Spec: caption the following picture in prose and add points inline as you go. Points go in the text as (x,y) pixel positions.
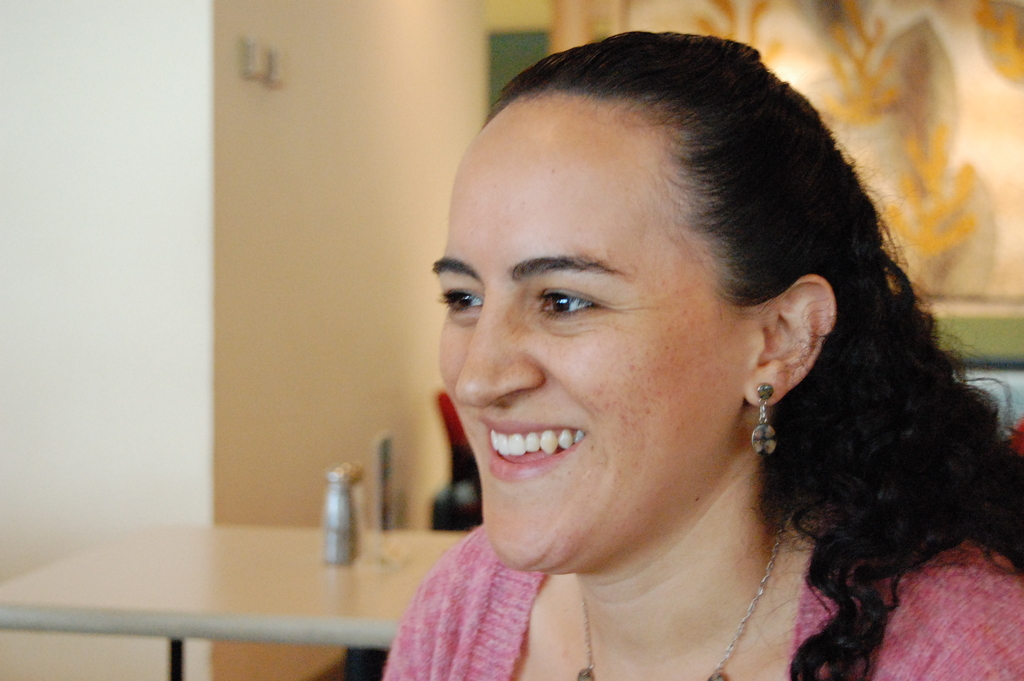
This image is taken indoors. In the background (351,203) there is a wall (383,118) with a painting (645,8) on it. On the left side of the image (294,587) there is a table (116,537) with a bottle (354,556) on it. On the right side of the image (715,271) there is a woman (516,626) and she is with a smiling face (621,443).
